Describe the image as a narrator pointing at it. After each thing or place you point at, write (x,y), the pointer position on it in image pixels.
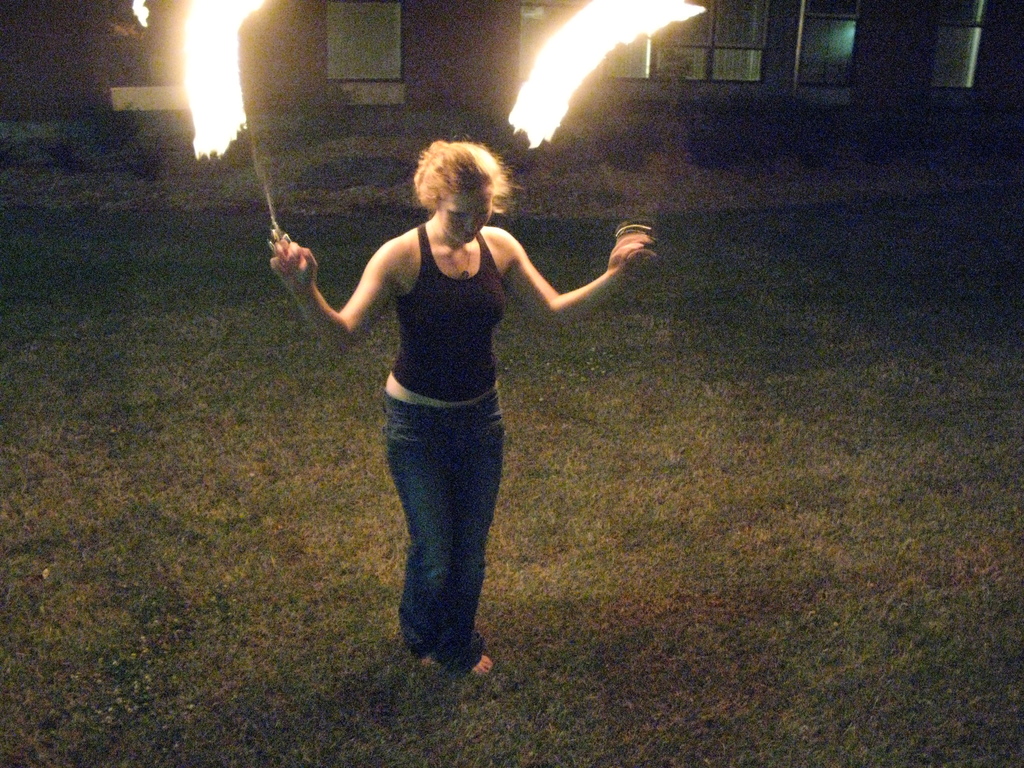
In this picture I can see a woman (455,461) standing in front (294,266) and I see that she is on the grass (241,511). I can also see that she is holding things (196,158) which are on fire (525,111). In the background (89,52) I can see a building (617,69) and I see that this picture is a bit in dark.
